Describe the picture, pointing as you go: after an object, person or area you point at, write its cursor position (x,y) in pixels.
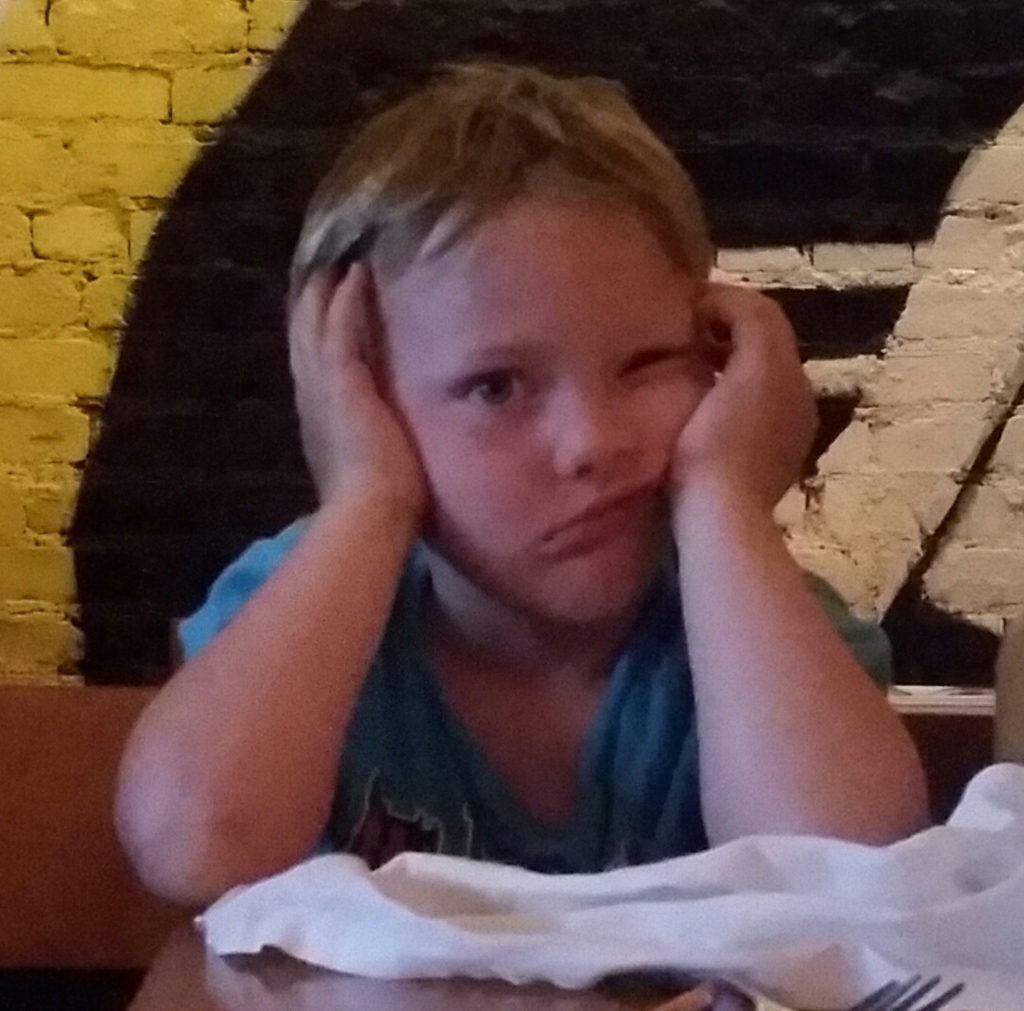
In this image I can see the person (787,764) is sitting and wearing blue color dress (585,742). I can see the white color cloth (726,960), fork (958,992) on the table (285,1007). I can see the yellow, black and cream color wall (247,169).
